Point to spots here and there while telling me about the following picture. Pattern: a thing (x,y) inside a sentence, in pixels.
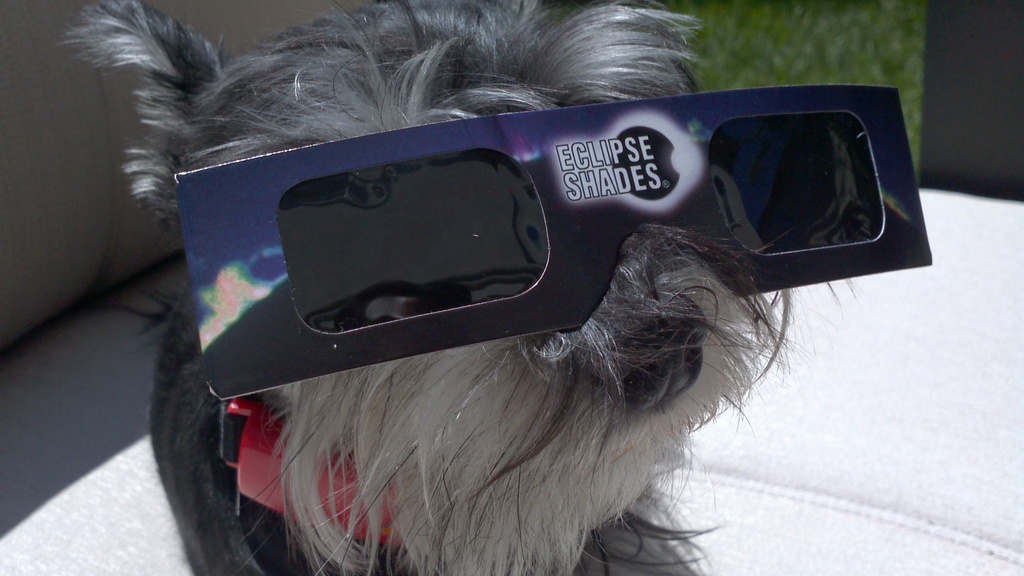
In this image there is a dog (234,531) with eclipse glasses (479,260) on the chair (48,321).
